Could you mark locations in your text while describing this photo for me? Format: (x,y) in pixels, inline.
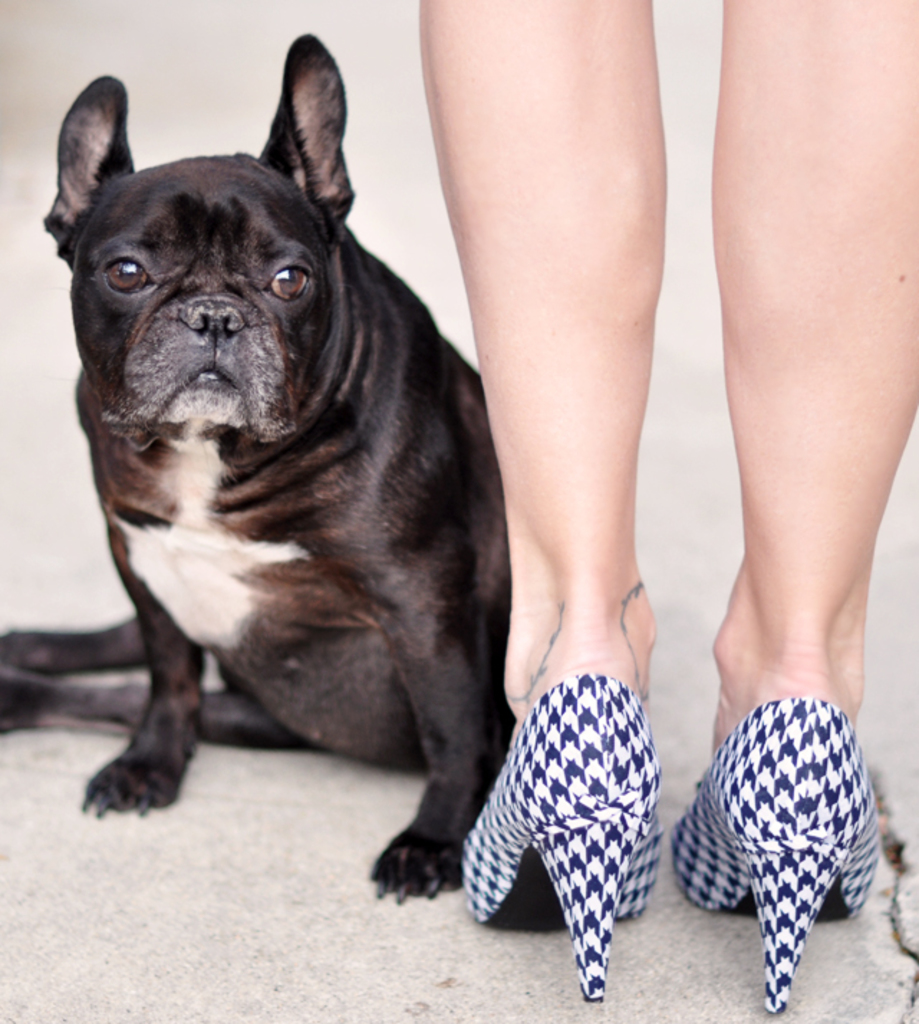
In this picture we can see a dog (302,725), person legs (769,657) with heel sandals (718,754) on the ground (24,832).
